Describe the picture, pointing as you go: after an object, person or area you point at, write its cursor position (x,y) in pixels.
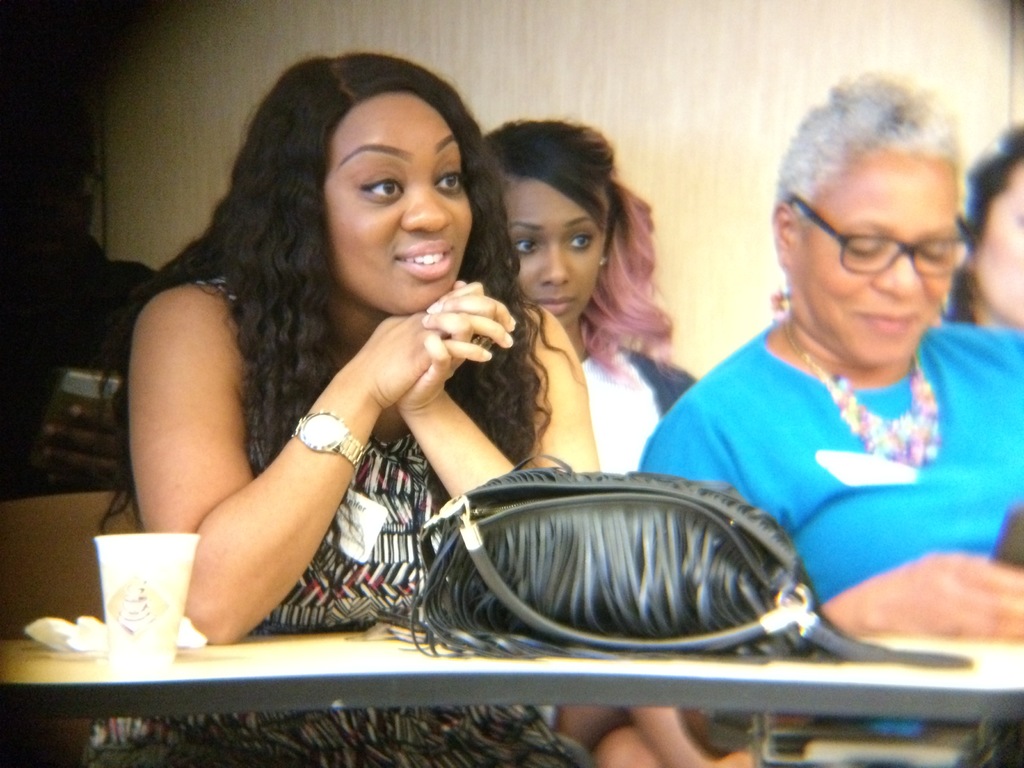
This persons (237,451) are sitting on a chair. This woman (938,381) wore spectacles (871,234) and jewelry (927,429). In-front of this person (442,401) there is a table (375,661), on a table (966,676) there is a bag (760,569) and cup (157,590). This woman (322,480) wore wrist watch (329,442).
